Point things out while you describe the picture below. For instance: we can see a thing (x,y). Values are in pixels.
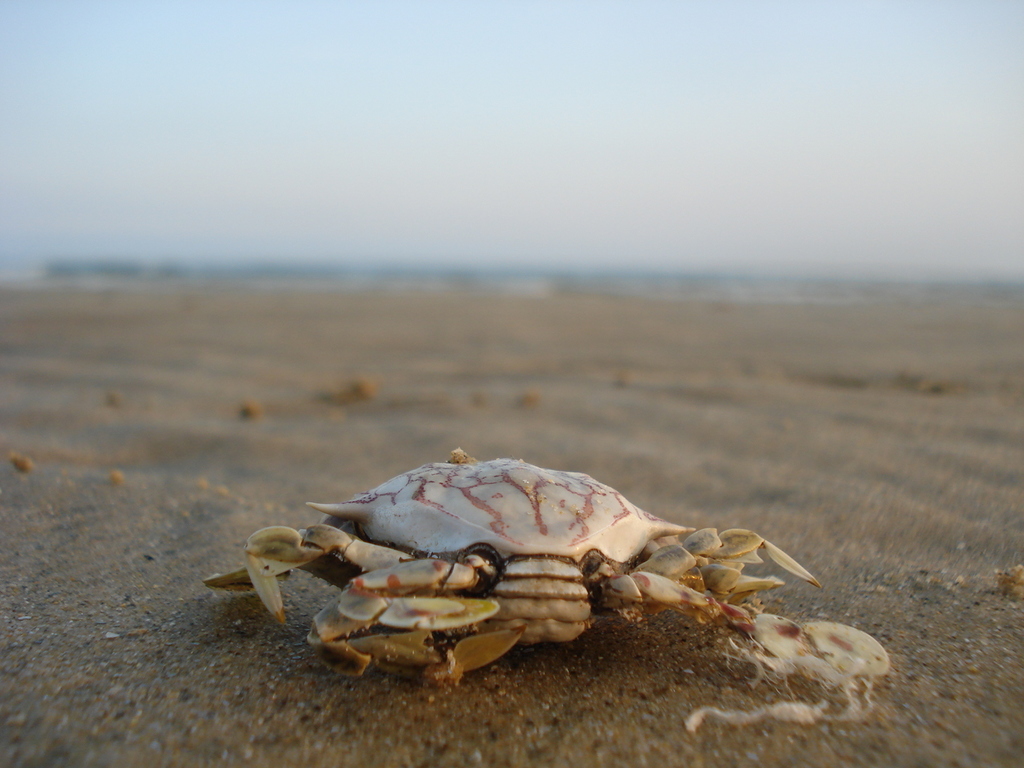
In this picture I can see a crab (448,510) on the sand (21,724).
